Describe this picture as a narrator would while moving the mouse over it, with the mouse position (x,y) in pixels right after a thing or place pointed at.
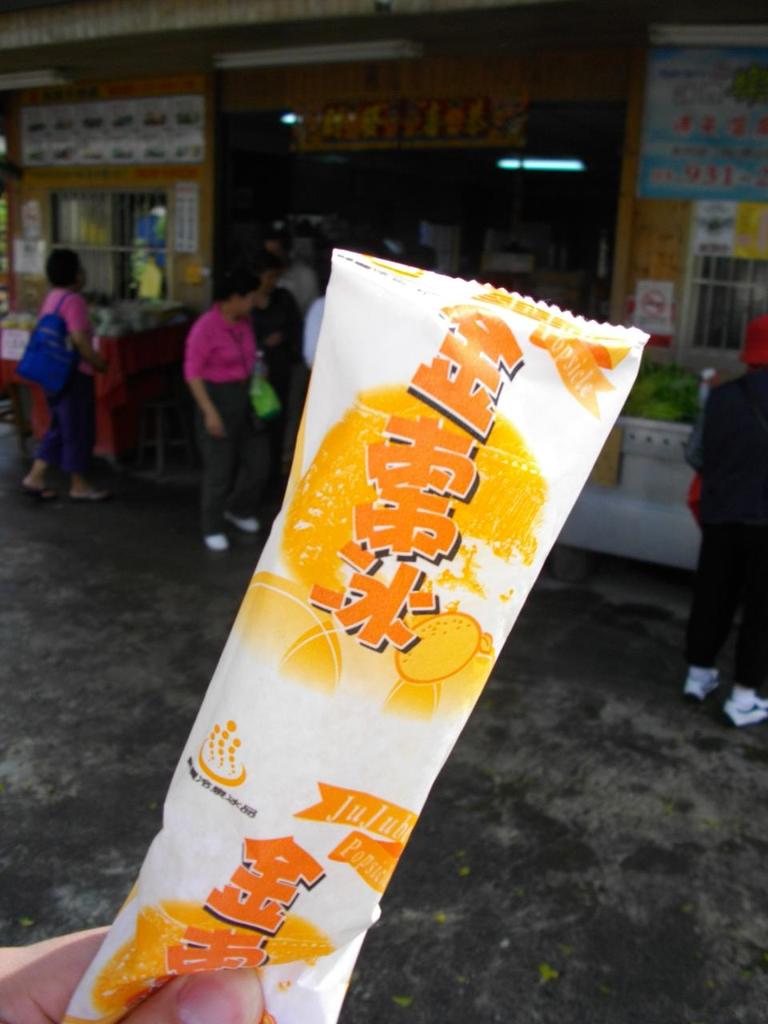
In the picture there are many persons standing near to the building (138,214), there is a person (185,990) standing catching a cover (432,358) with the text (208,959).
